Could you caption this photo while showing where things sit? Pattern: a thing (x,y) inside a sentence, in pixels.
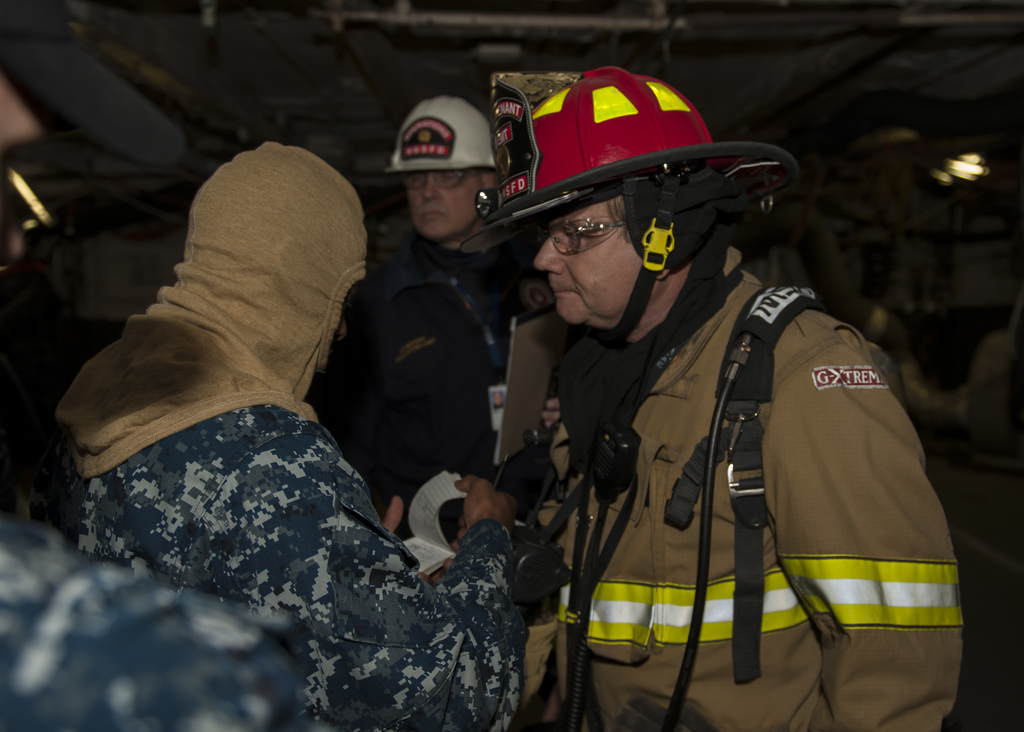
In this picture there are firefighters (362,399) and soldiers (265,353). In the background (398,82) there is a dark room (292,140) with pipes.
